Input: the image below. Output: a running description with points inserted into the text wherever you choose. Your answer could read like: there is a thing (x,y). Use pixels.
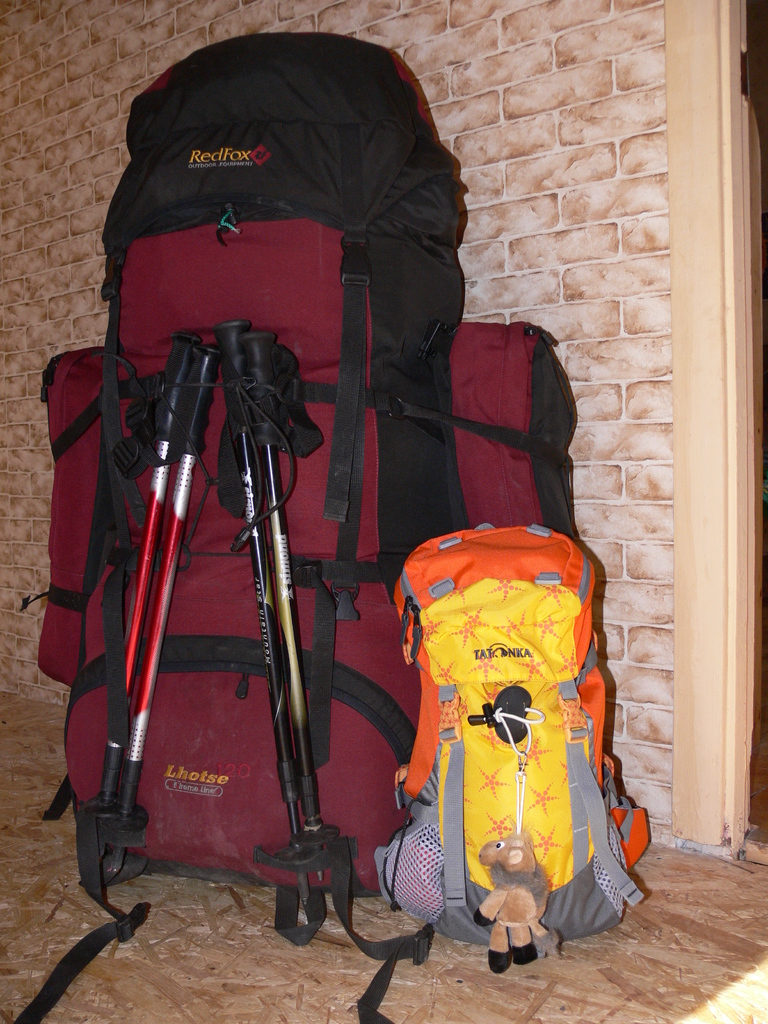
This picture shows two backpacks (415,96) one is bigger and the other one is smaller.
